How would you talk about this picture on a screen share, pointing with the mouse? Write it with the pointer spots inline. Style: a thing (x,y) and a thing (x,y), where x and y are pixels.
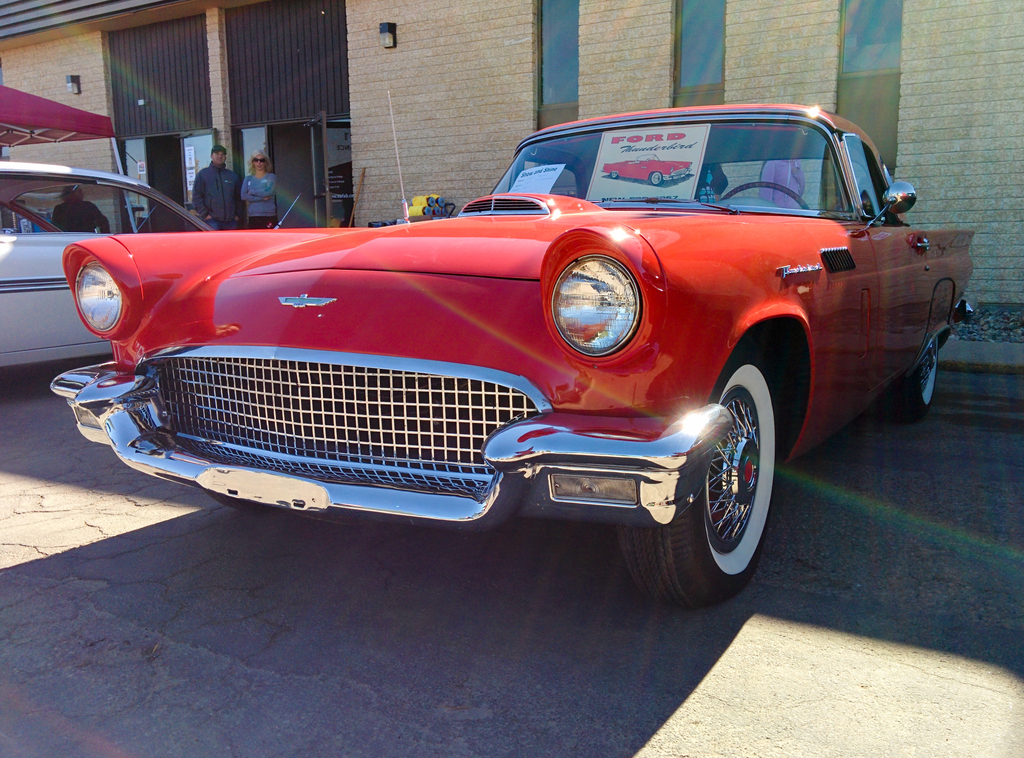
In the center of the image (465,337) there is a car (505,378) on the road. On the left side of the image (212,201) we can see car (91,229) and two persons (198,196). And in the background (941,34) there is a wall (299,84).
